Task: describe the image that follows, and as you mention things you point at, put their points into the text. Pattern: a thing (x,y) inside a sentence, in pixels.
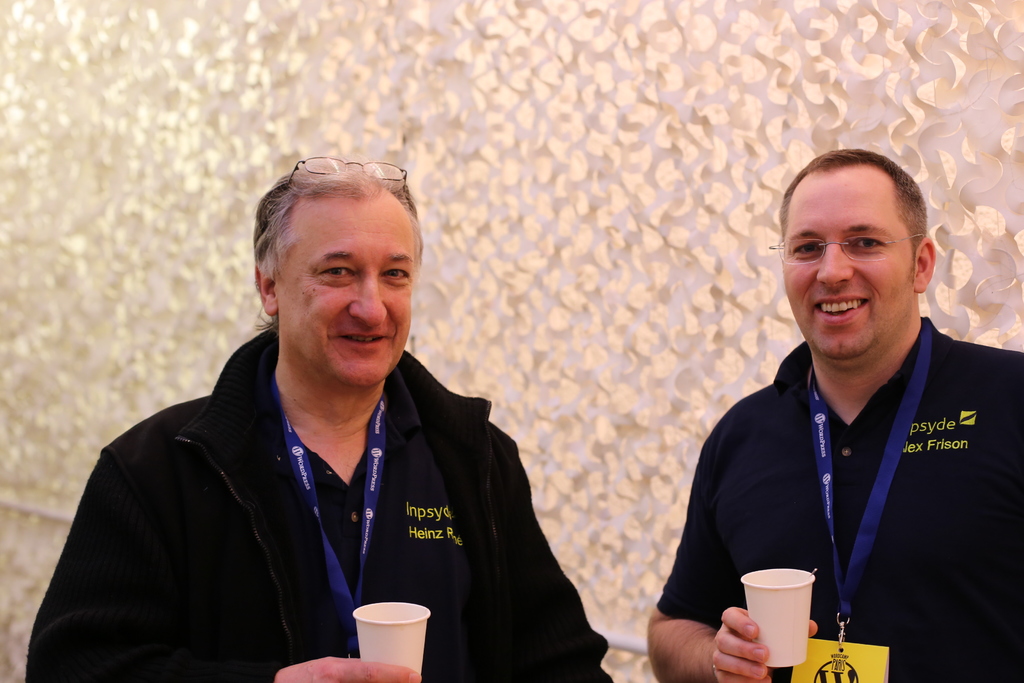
In the picture we can see two men (978,386) are standing beside to each other, they are holding glasses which are white in color and they are wearing black dresses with blue color tags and they are smiling and behind them we can see a design (209,355) with a paper craft (732,76).
